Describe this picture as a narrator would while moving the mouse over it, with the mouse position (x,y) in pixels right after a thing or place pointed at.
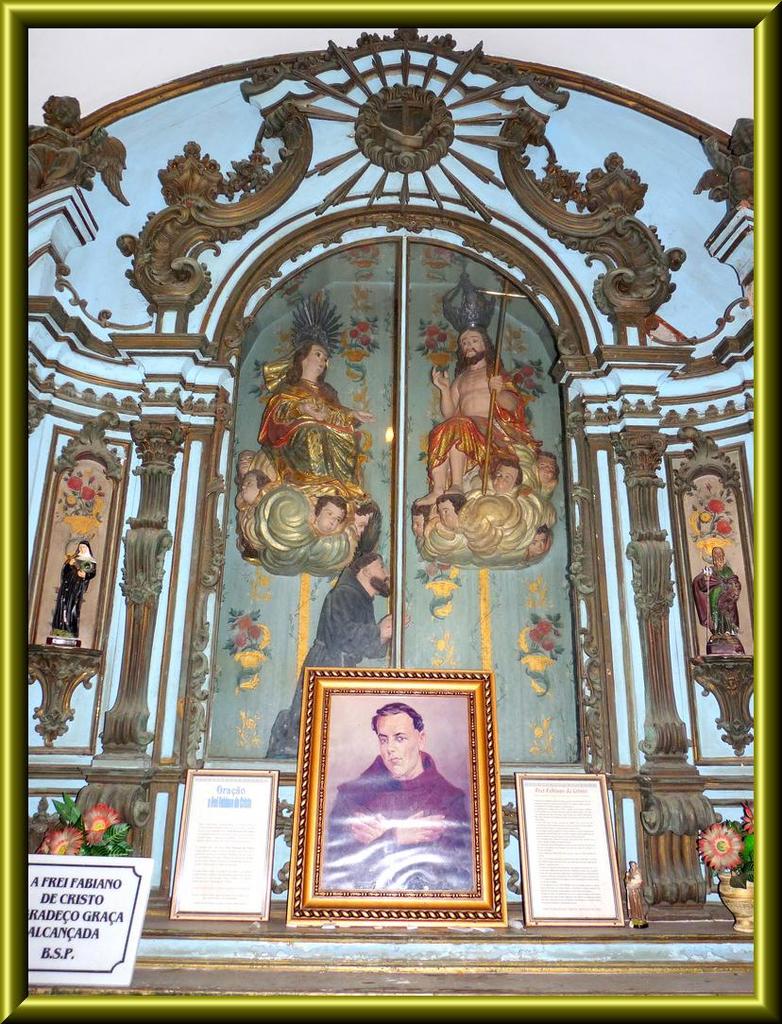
This is the picture of some photo frame (10,1015) and more photos (367,854) are there inside of this photos (385,840). And this are the statue (323,558).
